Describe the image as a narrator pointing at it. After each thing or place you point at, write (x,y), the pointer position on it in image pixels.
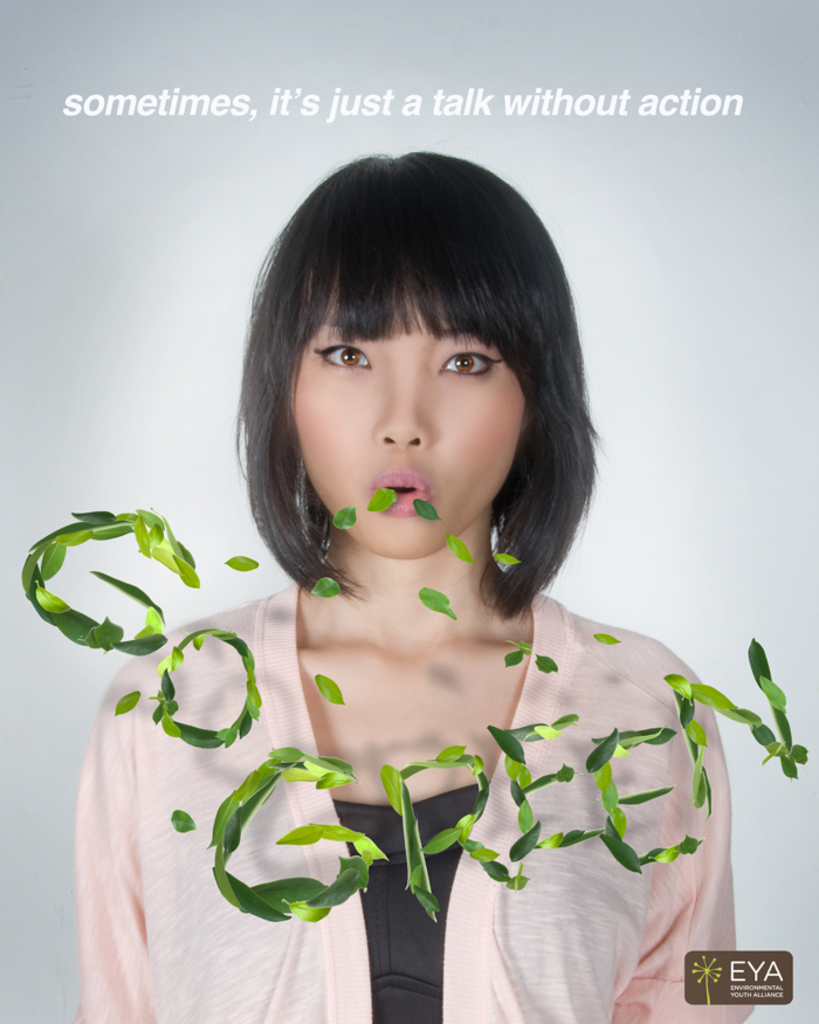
In this picture there is a girl (284,535) in the center of the image (431,393), it seems to be she is blowing the leaves (386,768) and ''go green'' is written with the leaves (508,744) in the image.
